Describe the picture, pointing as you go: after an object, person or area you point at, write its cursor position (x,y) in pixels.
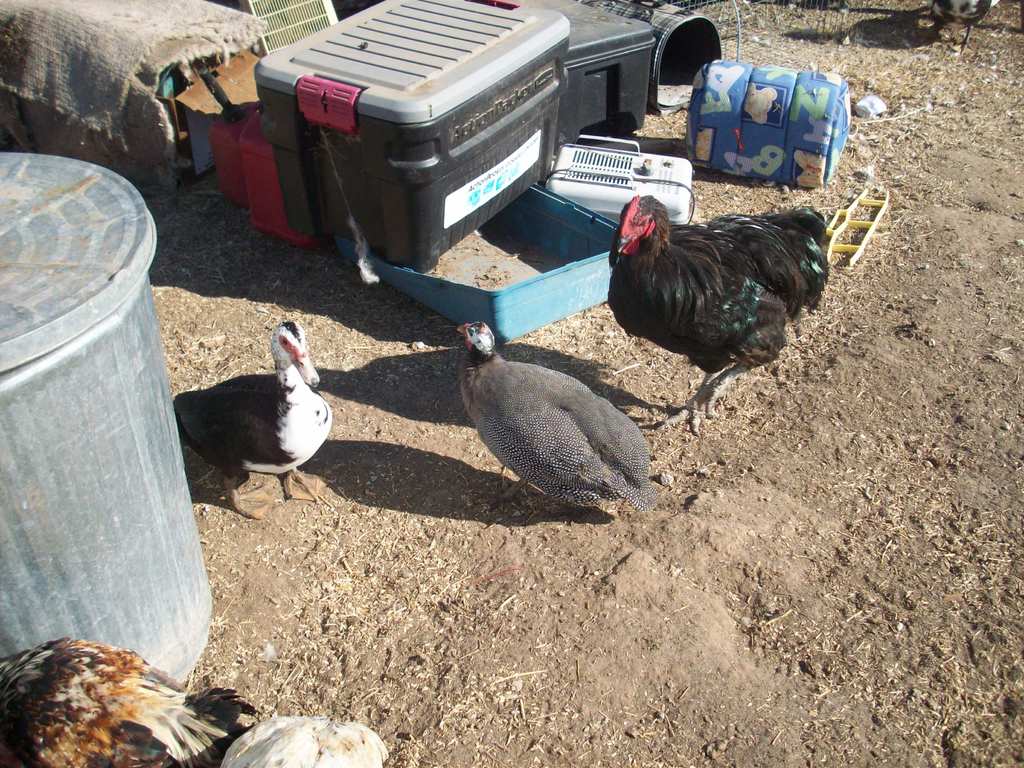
We can see birds (18,765), bag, boxes (555,200), barrel (15,579), mesh (315,22) and objects (582,172) on the surface (490,571).
